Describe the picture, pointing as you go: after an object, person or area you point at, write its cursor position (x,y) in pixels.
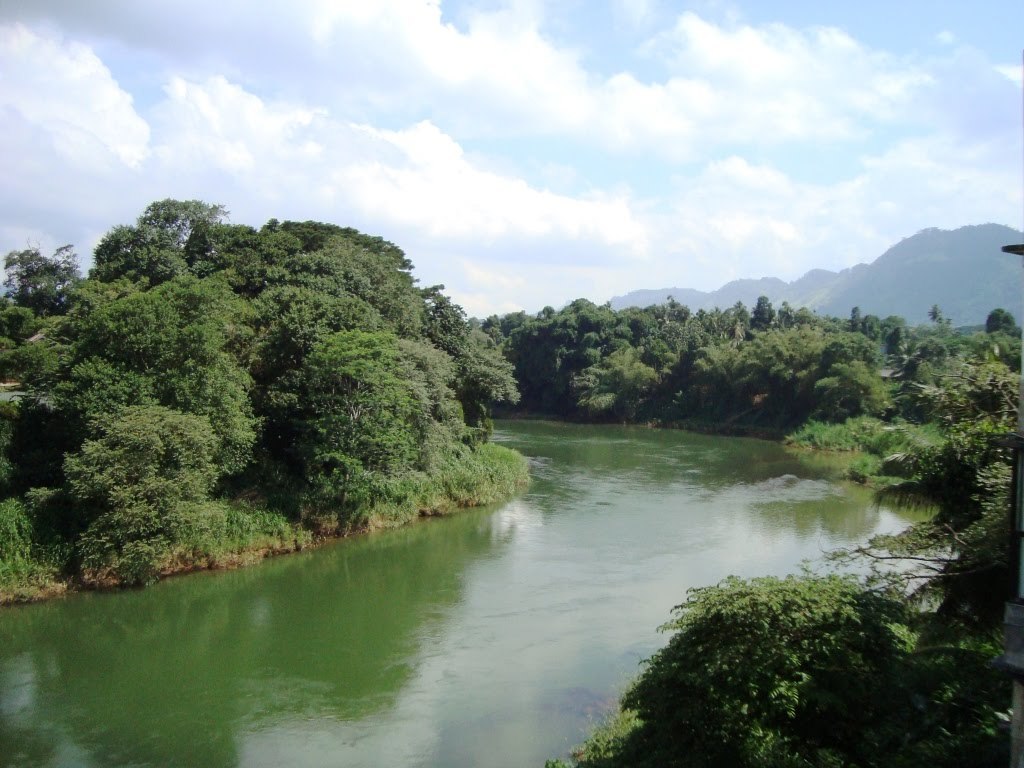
Beside this water (602,454) there are a number of trees (792,386). Sky (858,57) is cloudy.
